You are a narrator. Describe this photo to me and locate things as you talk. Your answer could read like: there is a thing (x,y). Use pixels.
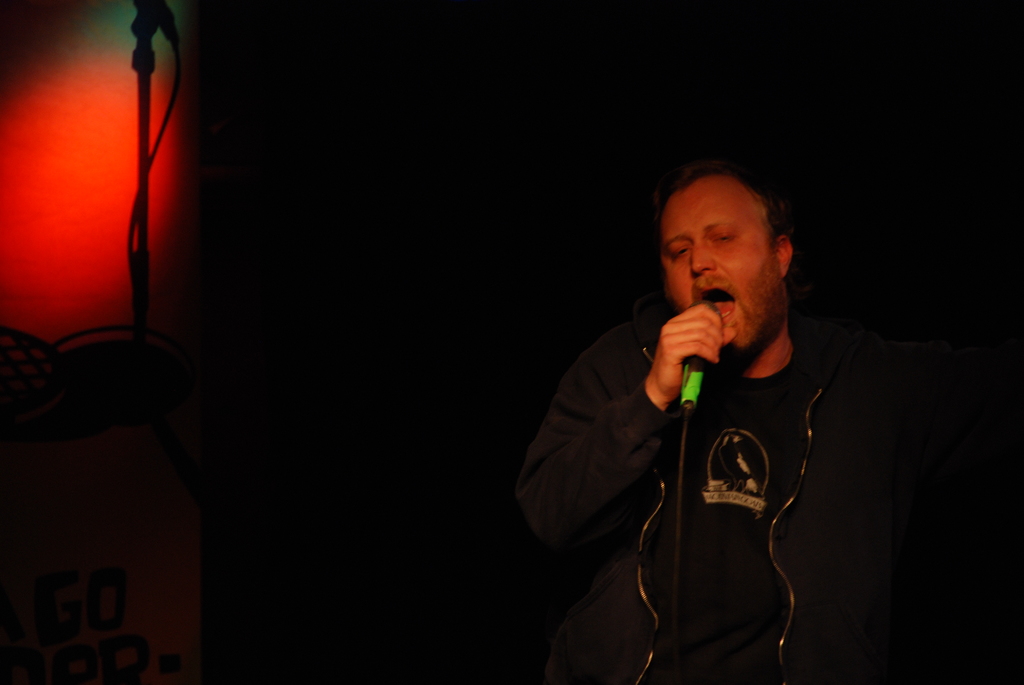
The person (640,451) wearing a blue jacket (625,434) is singing in front of a mike (698,394) and his face (682,285) is red in color. The background (435,168) is black in color and there is also a red color on the left top corner (51,167).
